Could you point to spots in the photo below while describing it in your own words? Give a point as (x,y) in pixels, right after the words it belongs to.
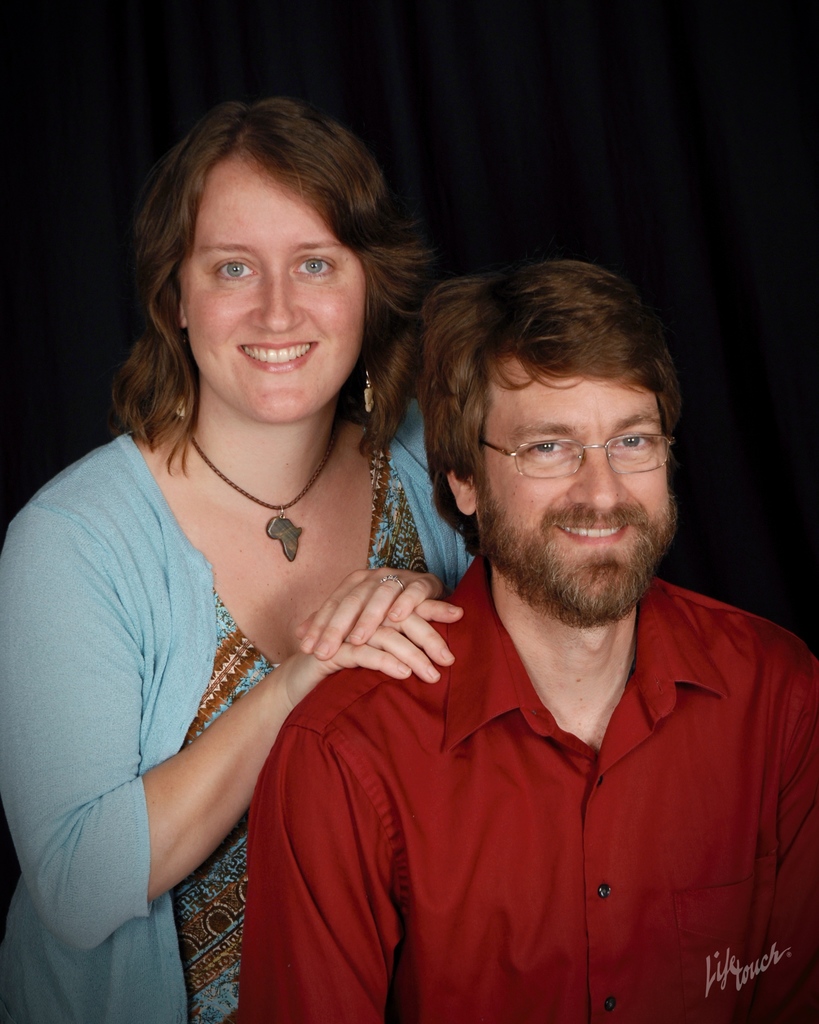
In the image we can see there are man (410,726) and woman (210,890) in the picture and they are smiling. Behind there is a black curtain (558,131) and woman (226,494) is wearing a necklace (280,535) around her neck (268,476).
